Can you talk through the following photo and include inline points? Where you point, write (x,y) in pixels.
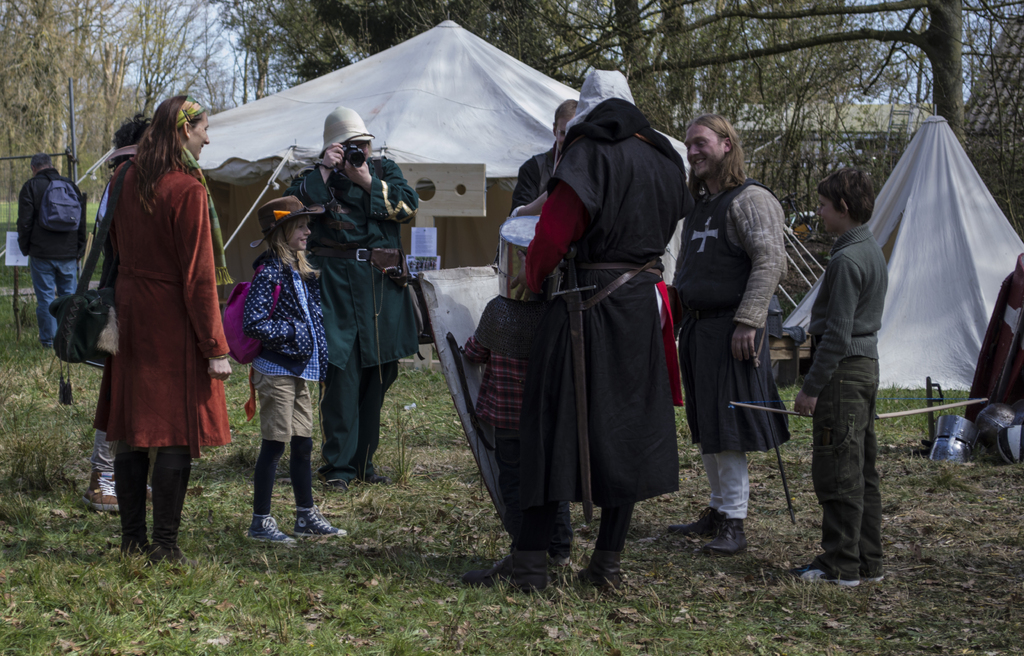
In the image we can see there are people (403,204) around and children (513,332), they are standing, wearing clothes (371,271), shoes (729,547) and some of them are wearing a cap (593,88) and holding a bag (64,337) on their back (55,237). Here we can see grass (394,607), tent (455,243), trees (813,88) and white sky (192,46). Here we can see a person (347,167) holding a camera (358,157).
